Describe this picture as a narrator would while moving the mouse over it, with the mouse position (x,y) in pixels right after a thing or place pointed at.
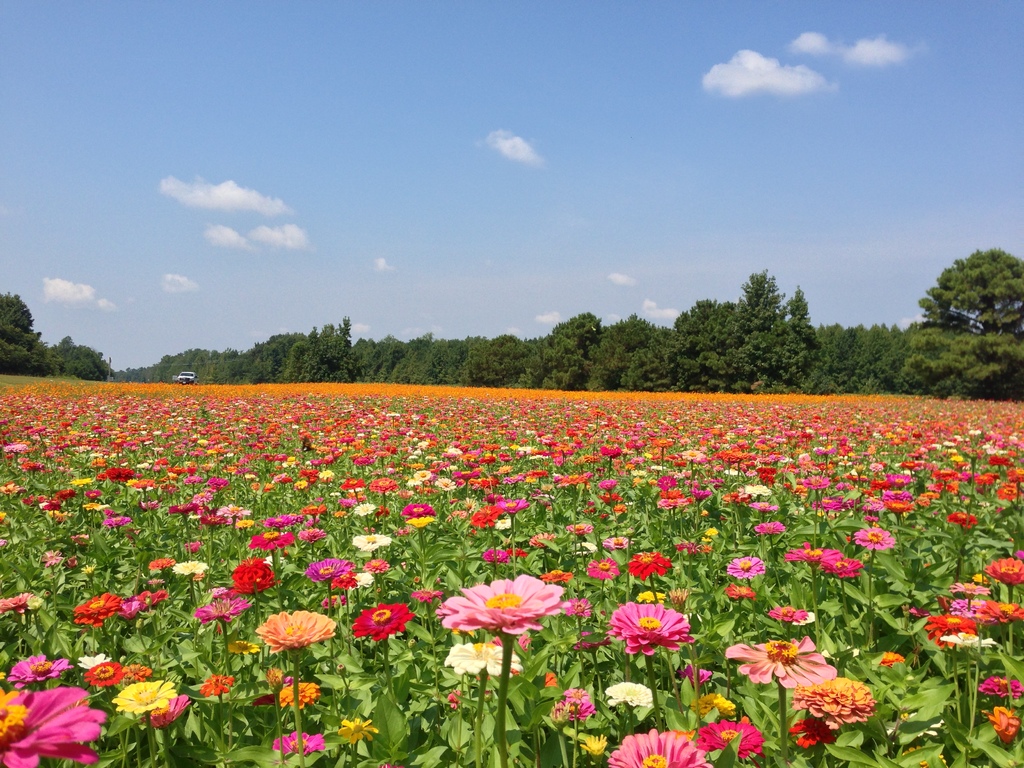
There are colorful flowers (711,675) in the foreground area of the image (421,577), there are trees (473,360), it seems like a vehicle (189,378) and the sky (589,235) in the background area (555,274).
